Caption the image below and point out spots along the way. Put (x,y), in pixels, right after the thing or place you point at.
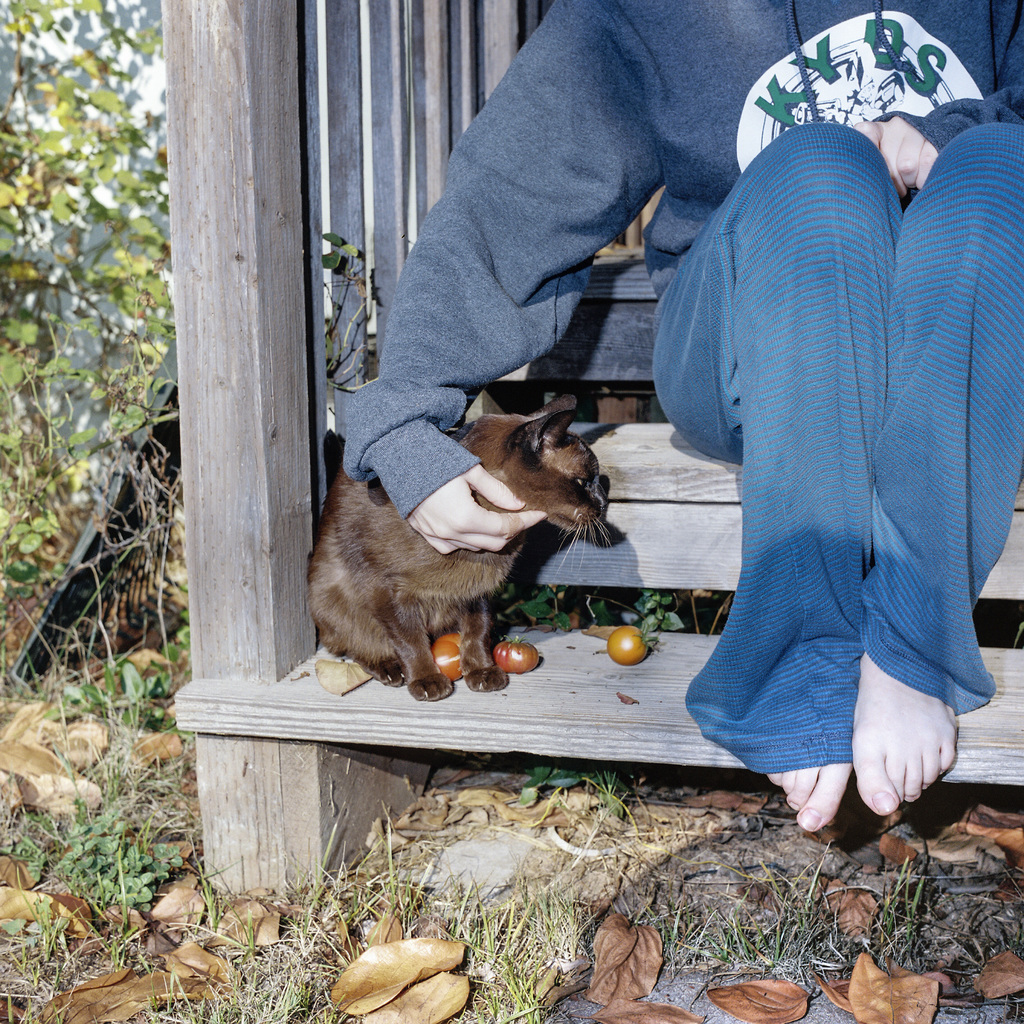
In the foreground (703,487), I can see a cat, tomatoes (528,660) and a person (744,466) is sitting on a staircase (520,713). In the background (62,664), I can see grass (72,674), creepers (132,421) and a wall (101,403). This picture might be taken in a day.
